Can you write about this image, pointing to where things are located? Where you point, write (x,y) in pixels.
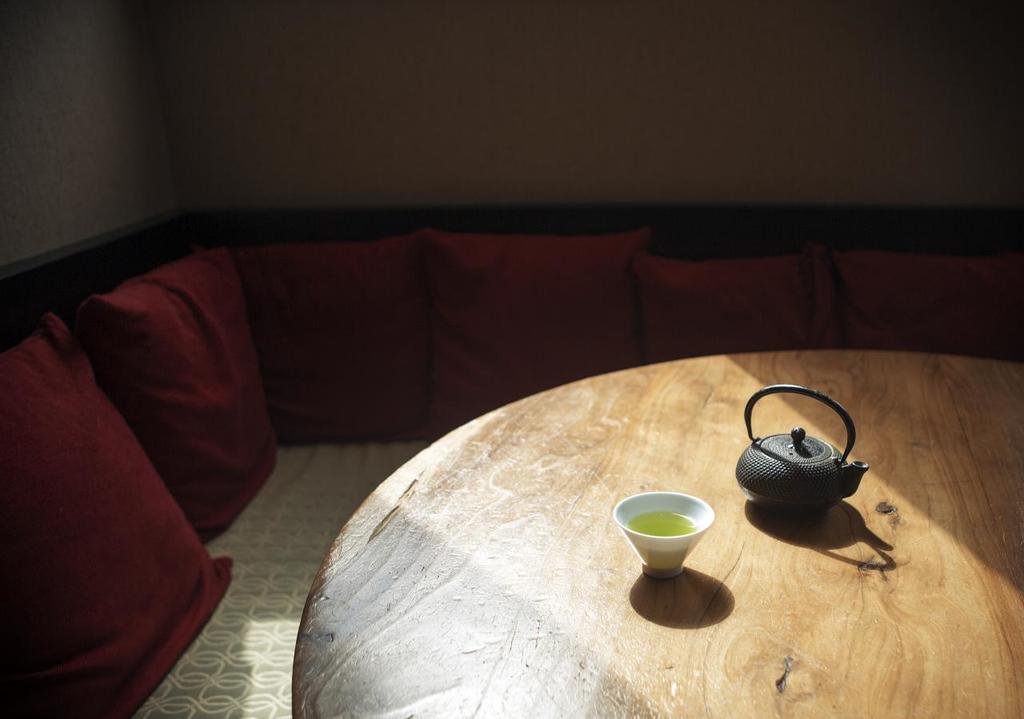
In this image we can see a wooden table (641,373) where a cup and a metal flask (772,492) are kept on it. Here we can see a sofa (326,394) and two pillows (116,296) on the left side (196,451).
